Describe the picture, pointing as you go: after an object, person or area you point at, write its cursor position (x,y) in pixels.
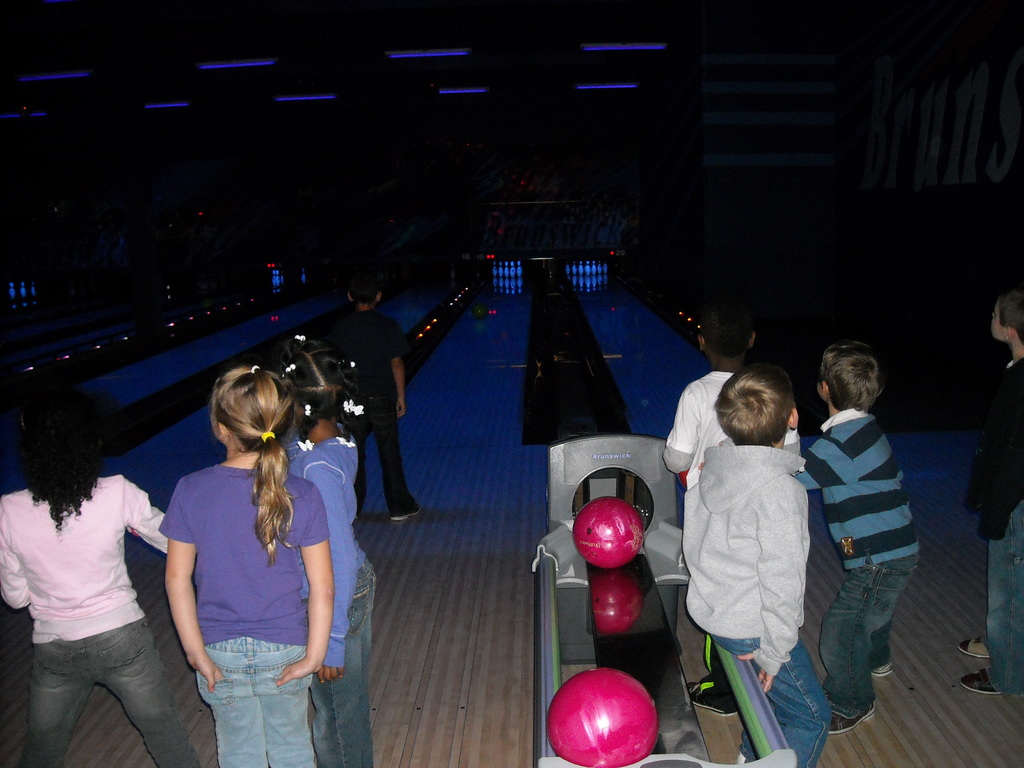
In this image I can see group of people (44,686) standing, I can also see two balls (637,539) in pink color and I can see dark background (689,38).
